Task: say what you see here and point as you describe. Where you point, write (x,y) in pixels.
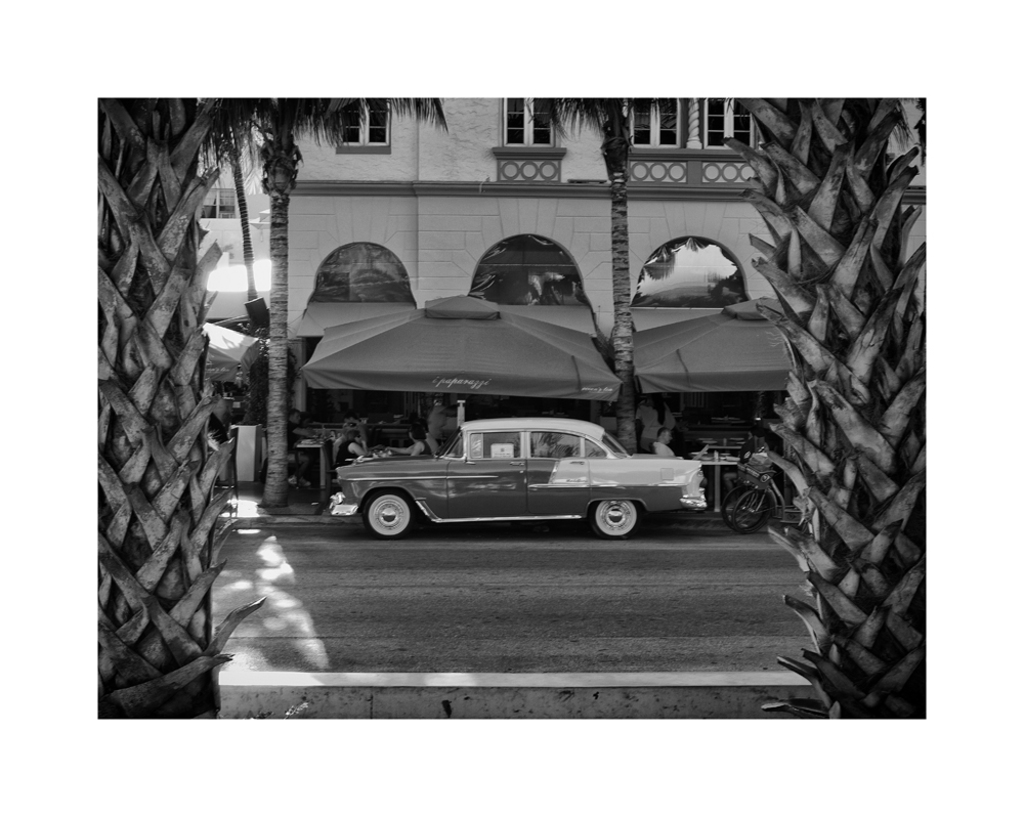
In the picture I can see vehicles (609,519) on the road (459,528). In the background (358,263) I can see trees (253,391), people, a building (397,270) and some other objects (407,359). This picture is black and white in color.
